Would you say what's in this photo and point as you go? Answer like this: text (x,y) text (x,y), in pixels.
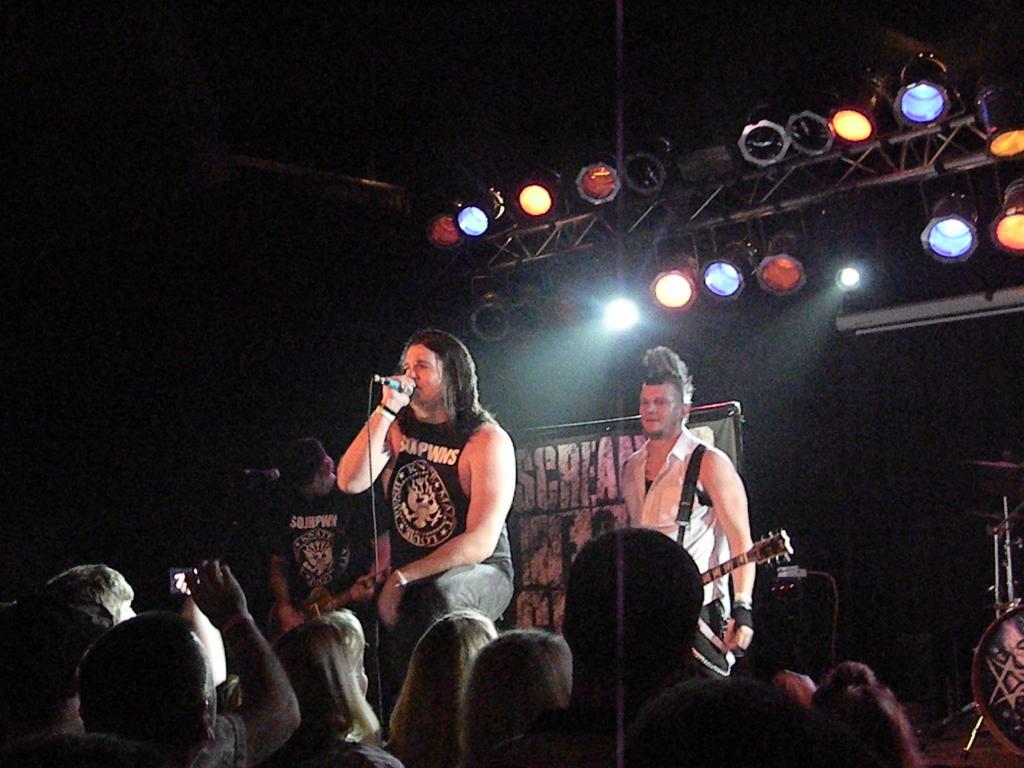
people (440,446) are performing on the stage (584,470). in front of them there are people (146,666) standing down and watching them. the person (489,613) at the center (467,446) is standing and holding a microphone (388,378). the person (654,482) at the right (715,484) is holding a guitar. behind them there is a black background (828,486) and on the top (487,223) there are colorful lights (949,228). at the back (595,437) there is a background (516,498) on which scream is written. on the right (995,712) there are drums (994,684).
